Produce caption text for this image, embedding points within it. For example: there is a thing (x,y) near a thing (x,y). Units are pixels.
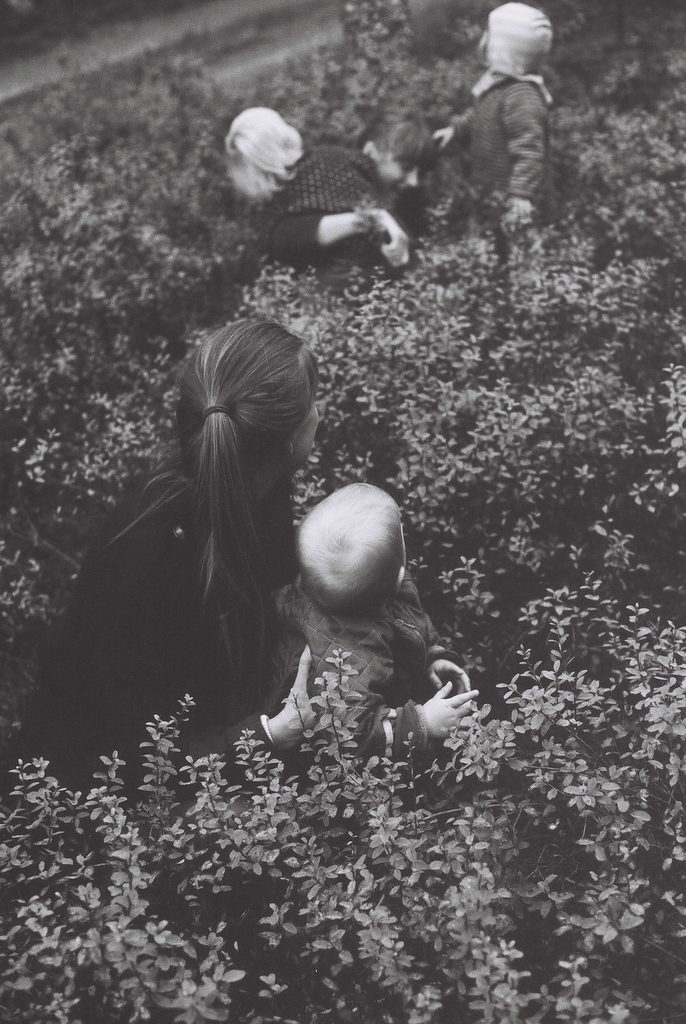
In this image I can see group of people (257,729) and I can see few plants (432,433) and the image is in black and white.
